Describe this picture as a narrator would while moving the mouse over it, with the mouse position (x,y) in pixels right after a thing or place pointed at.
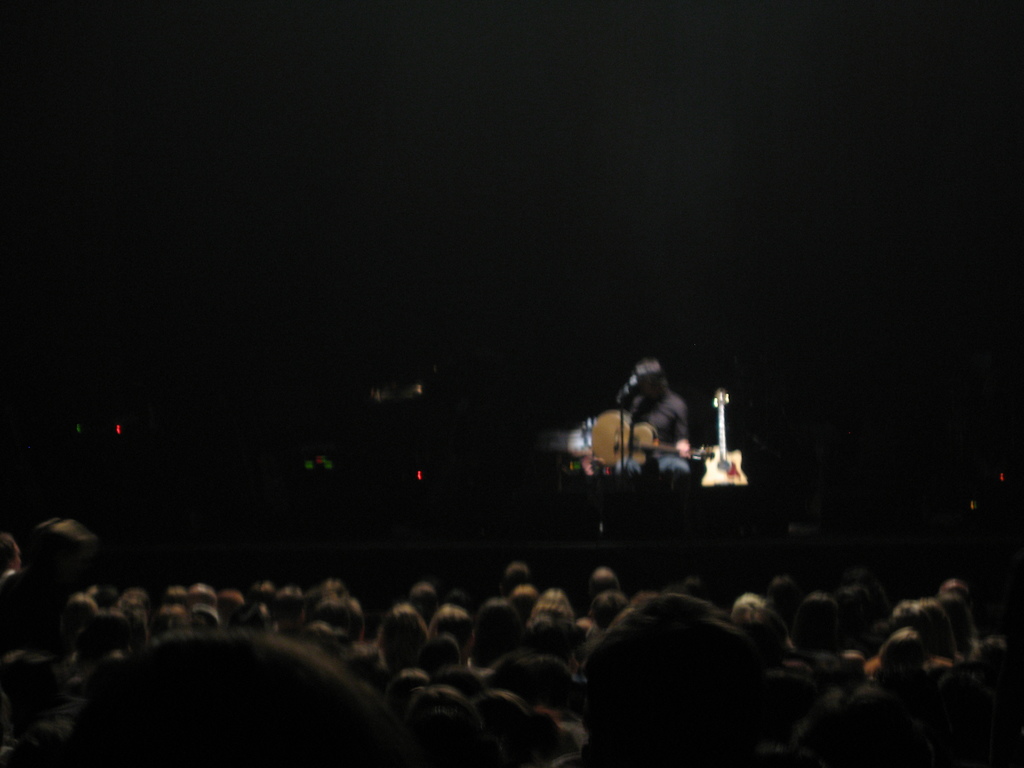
At the bottom of the image (209,607) many people (367,715) are sitting. In the middle of the image (482,494) we can see a stage (822,514), on the stage (640,486) a person (679,447) is sitting and holding a guitar (678,454).
